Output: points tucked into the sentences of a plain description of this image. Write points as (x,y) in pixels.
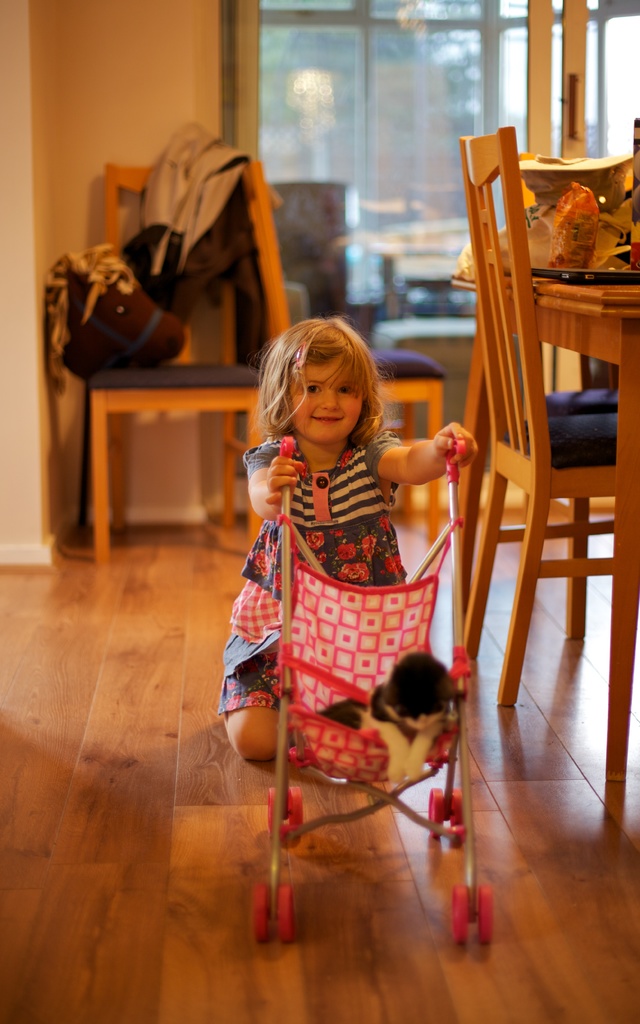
In the middle (320,356), there is a girl (260,514) in kneeling position and pushing a toy stroller (451,790) on which cat (439,698) is sitting. In the right (528,514) there is a chair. Next to that a table (609,294) is there on which device (599,279) and other items (572,260) are kept. In the background (417,54) middle, a window (339,181) is visible. A wall (189,103) of light orange in color is visible. This image is taken inside a room (536,373).
